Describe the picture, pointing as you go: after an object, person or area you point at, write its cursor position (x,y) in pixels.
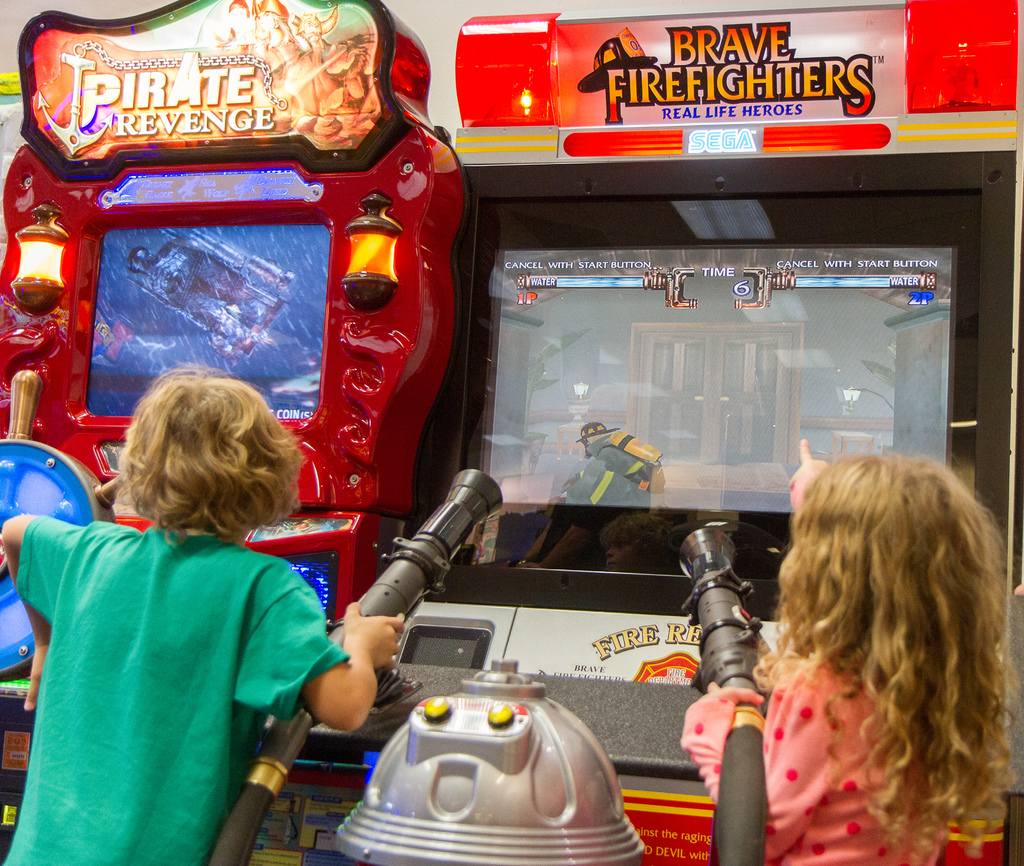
These two kids (126,647) are standing and holding pipes (738,704), in front of these two kids (697,747) we can see game machines (369,355).
